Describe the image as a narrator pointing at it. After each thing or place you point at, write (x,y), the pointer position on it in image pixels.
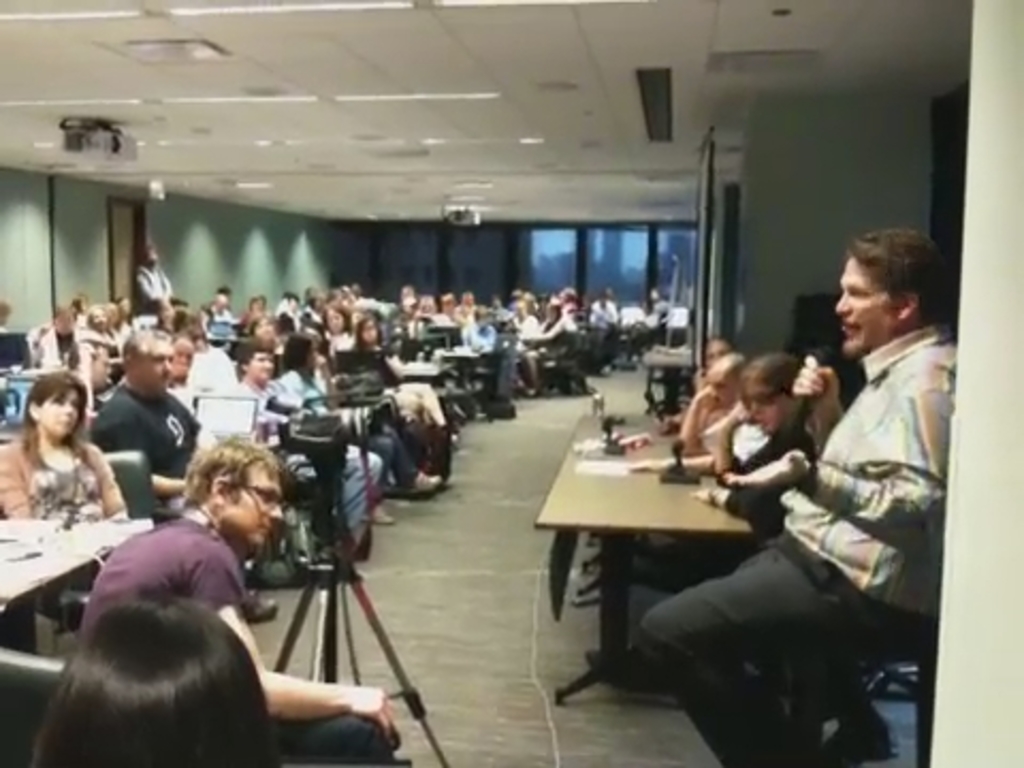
This picture is clicked in the conference room (370,477). The man (842,590) on the right side (871,578) is sitting on the chair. Beside him, we see three people (772,474) sitting on the chairs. In front of them, we see many people (301,367) sitting on the chairs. The man (182,551) in purple T-shirt (180,565) is sitting on the chair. In front of him, we see a camera stand (341,514). In the background (237,262), we see a green wall (250,263) and a window (529,246). At the top of the picture (433,105), we see the ceiling (314,190) of the room (460,181).
